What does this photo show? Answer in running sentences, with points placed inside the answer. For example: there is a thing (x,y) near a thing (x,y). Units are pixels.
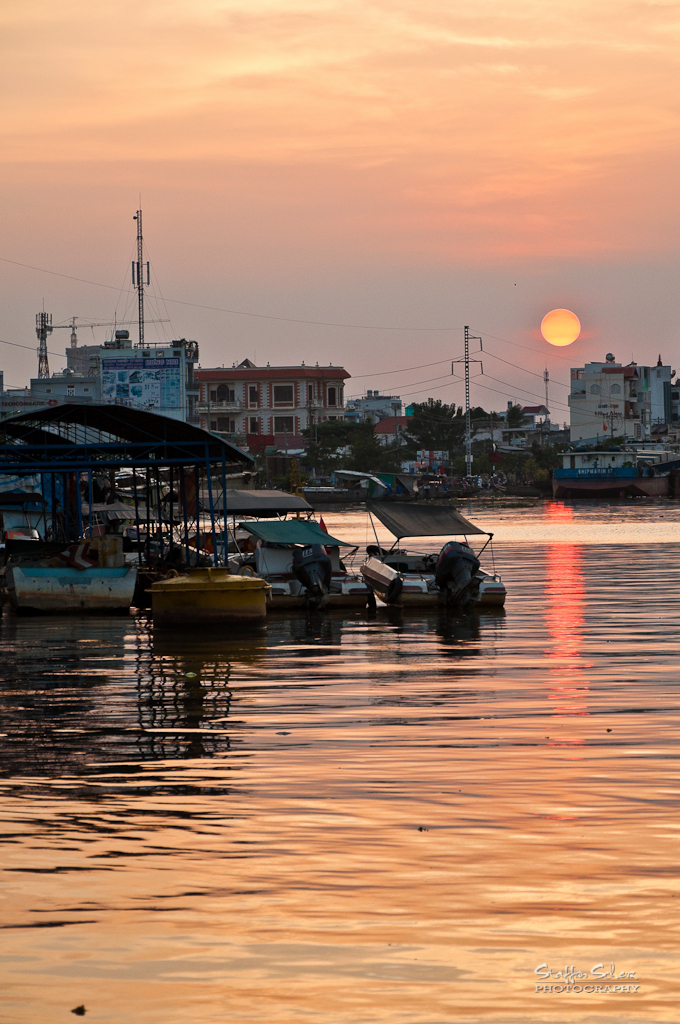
In this image there are buildings (609,389), poles (143,321), crane tower (70,320), trees (407,445), boards (146,371), water (255,694), boats (596,469), cloudy sky (395,191), sun (553,337) and things (36,450). At the bottom right side of the image (596,982) there is a watermark (577,967).
